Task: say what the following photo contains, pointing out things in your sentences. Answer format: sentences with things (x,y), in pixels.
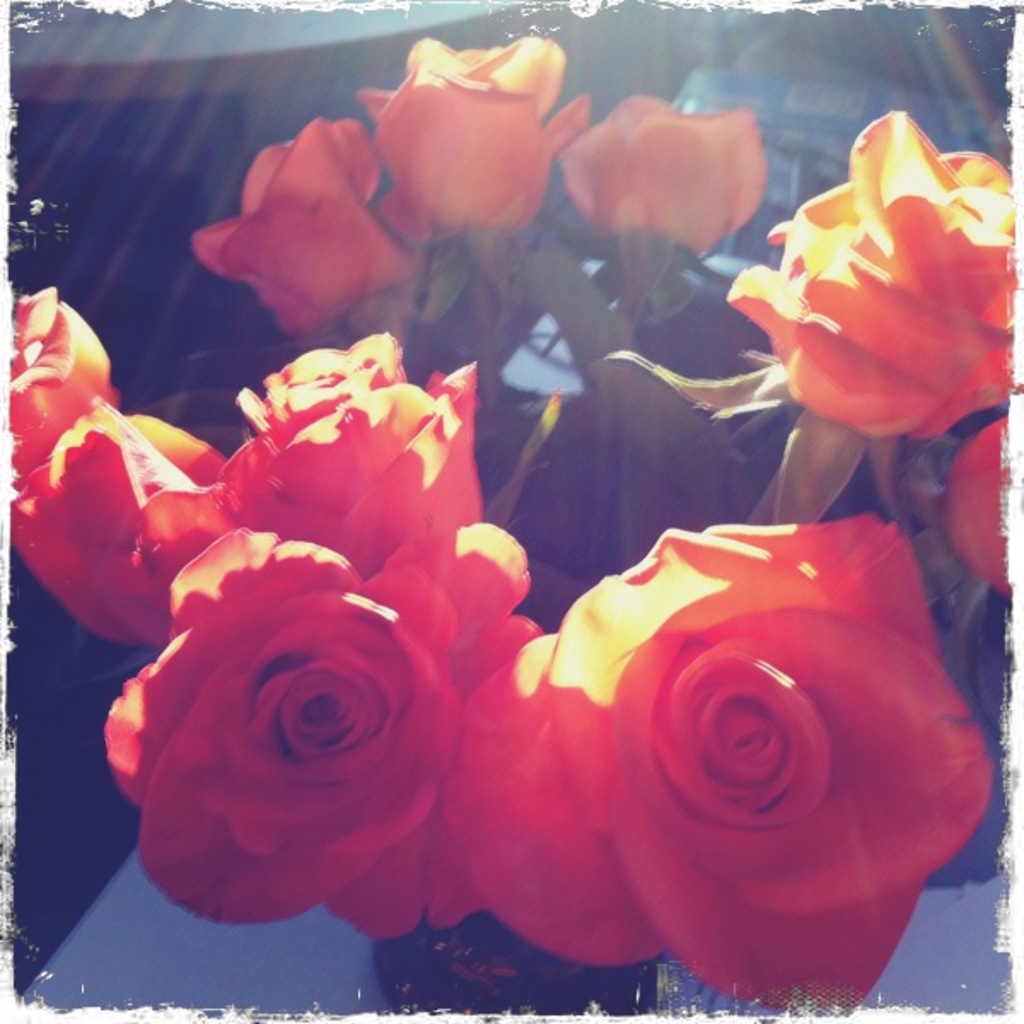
In the center of the image (359,451) there is a flower vase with flower (395,527) on the table (897,978).
